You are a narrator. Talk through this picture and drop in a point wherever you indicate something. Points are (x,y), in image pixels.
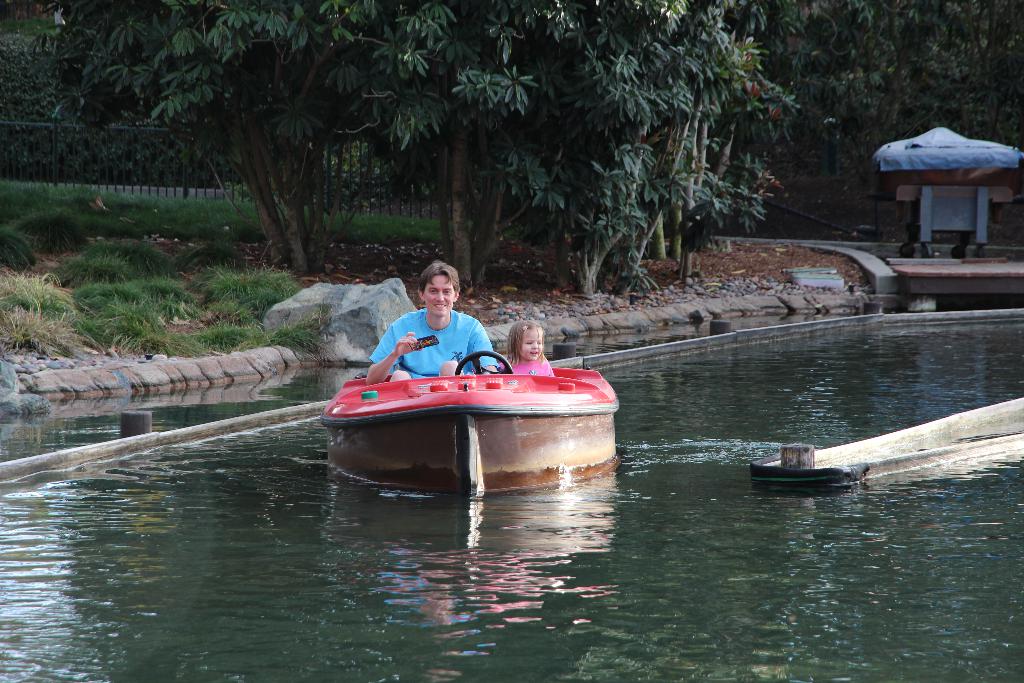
There is a boat (408,462) in the center of the image (597,429) on the water (228,389), in which there is a man (457,353) and a small girl (519,358). There is greenery (721,184) and a shed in the background area (43,229).
